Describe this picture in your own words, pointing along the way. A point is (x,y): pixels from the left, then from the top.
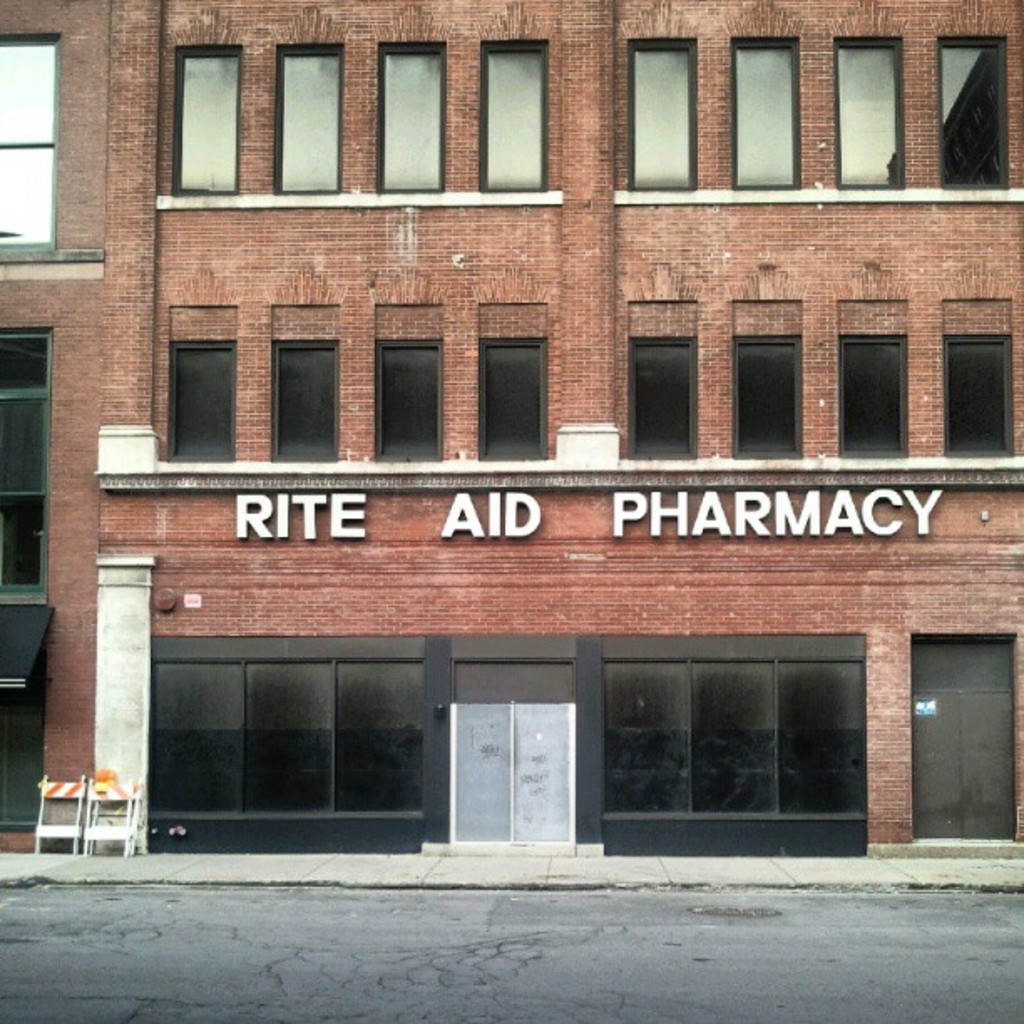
In this image, I can see a building (315,482) with a name board (804,531) and glass windows (523,451). At the bottom of the image (383,947), there is a road (563,965). At the bottom left side of the image (102,833), I can see the barricades (88,829).
